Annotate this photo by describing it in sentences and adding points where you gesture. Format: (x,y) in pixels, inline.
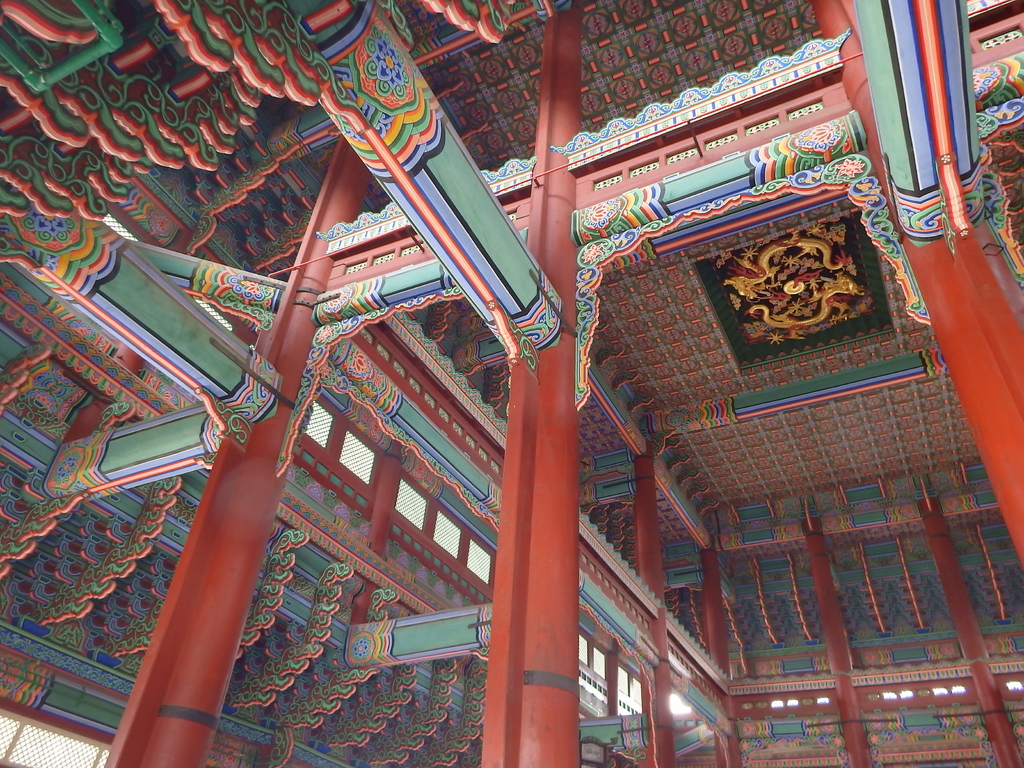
In this image I can see inside view of a building (694,281) and on the right side of this image (848,301) I can see few designs (788,256) on the ceiling (832,230).
